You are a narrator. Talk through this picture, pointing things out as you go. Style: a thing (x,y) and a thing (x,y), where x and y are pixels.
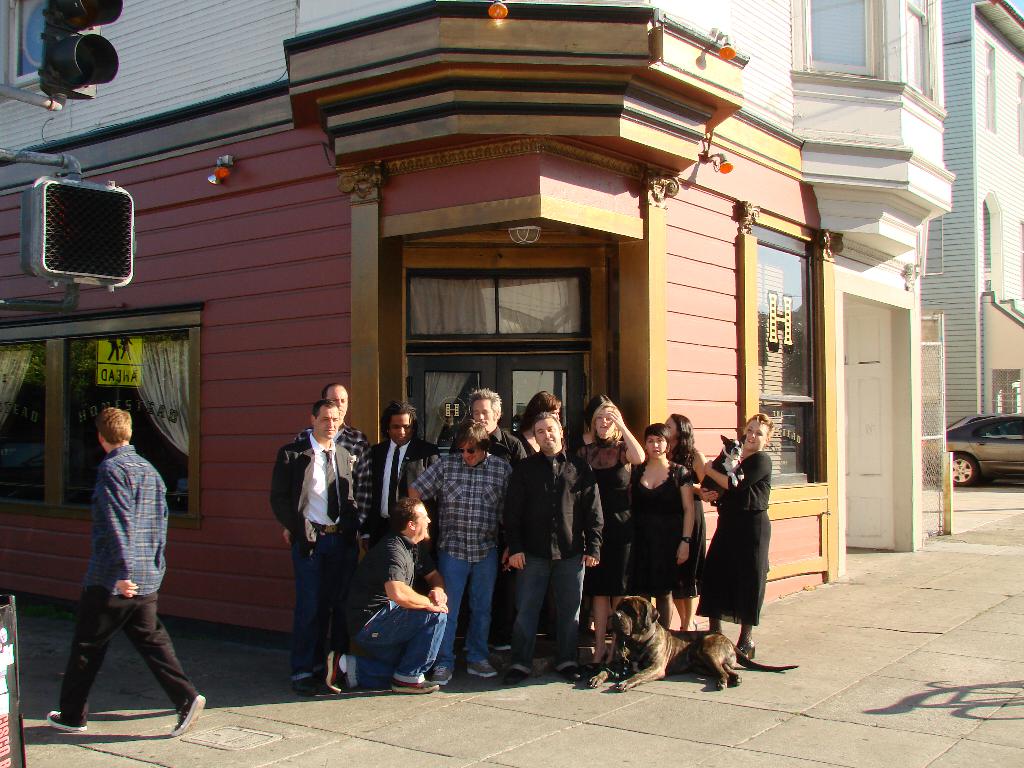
This image is clicked on the road (616,740). There are group of people (439,494) standing in the center (551,493). In front of them there is a man (438,615) and a dog (664,630) sitting on the ground (522,692). Behind them there are buildings (531,129). To the left (136,552) there is a man (121,572) walking on the road (123,665). In the top left (74,14) there are traffic light signals (86,81). To the right (967,441) there is a car (968,455).
